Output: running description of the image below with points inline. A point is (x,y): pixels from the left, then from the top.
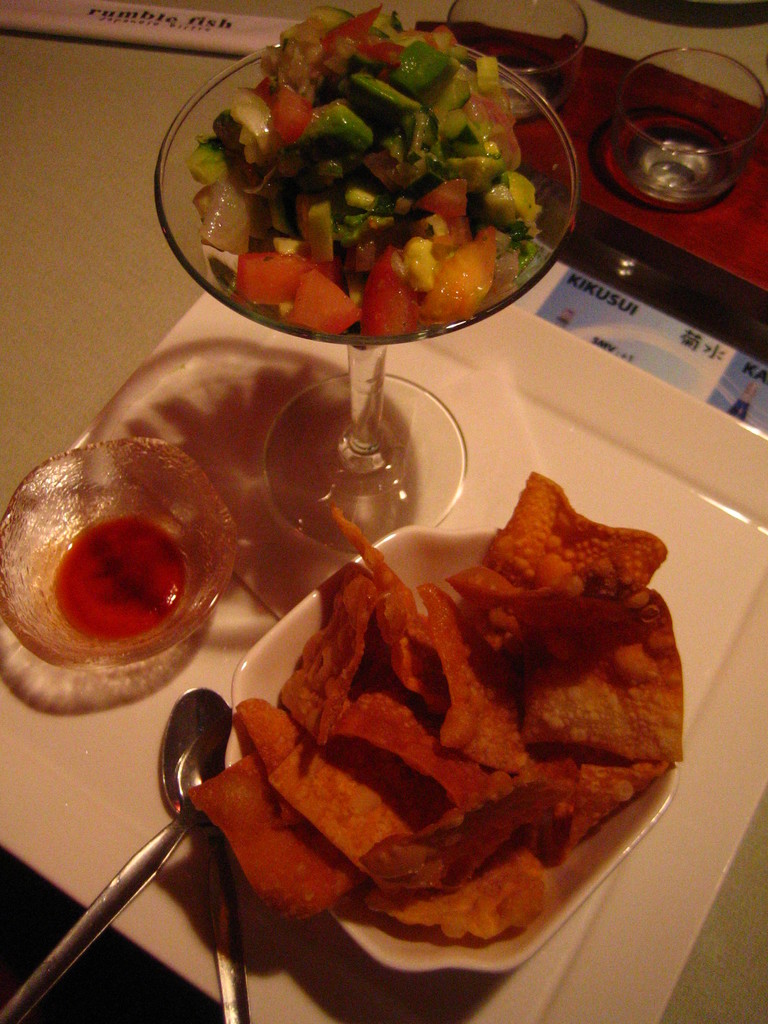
The picture consists of a table (128,137), on the table (29,267) there are glasses (689,121), plate (301,384), bowl (333,732), spoons (169,802), food items (489,570) and other objects (689,334).
